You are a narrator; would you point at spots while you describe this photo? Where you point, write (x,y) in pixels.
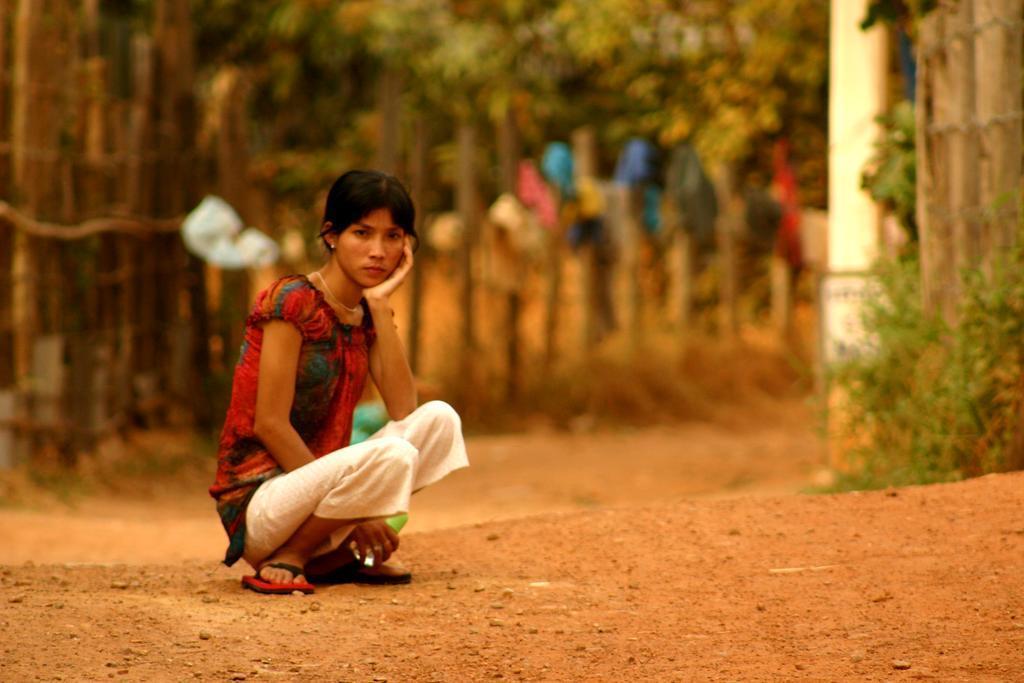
In this image there is a person (437,472) sitting on the road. Behind her there is a wooden fence (569,283). There are clothes (748,218). In the background of the image (470,71) there are trees (670,65). On the right side of the image (844,265) there is a pole (848,99).
